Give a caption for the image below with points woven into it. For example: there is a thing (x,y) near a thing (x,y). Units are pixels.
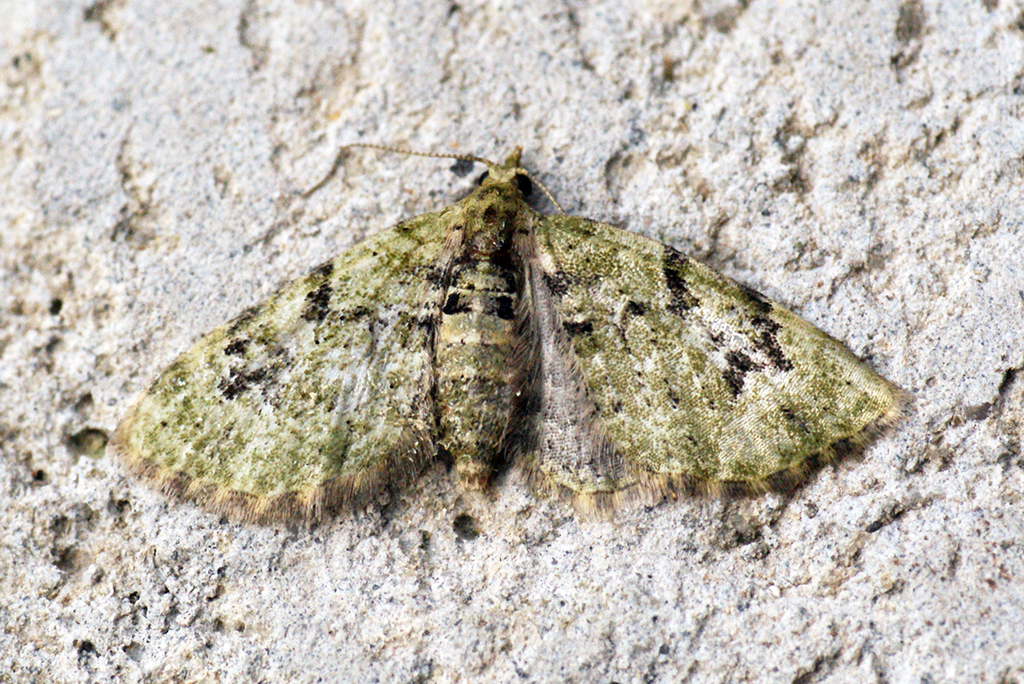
In this picture I can see there is an insect (447,324), it has wings (526,259), body (466,353), head (518,165) and legs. There is a rock (322,164) in the backdrop (151,632).
